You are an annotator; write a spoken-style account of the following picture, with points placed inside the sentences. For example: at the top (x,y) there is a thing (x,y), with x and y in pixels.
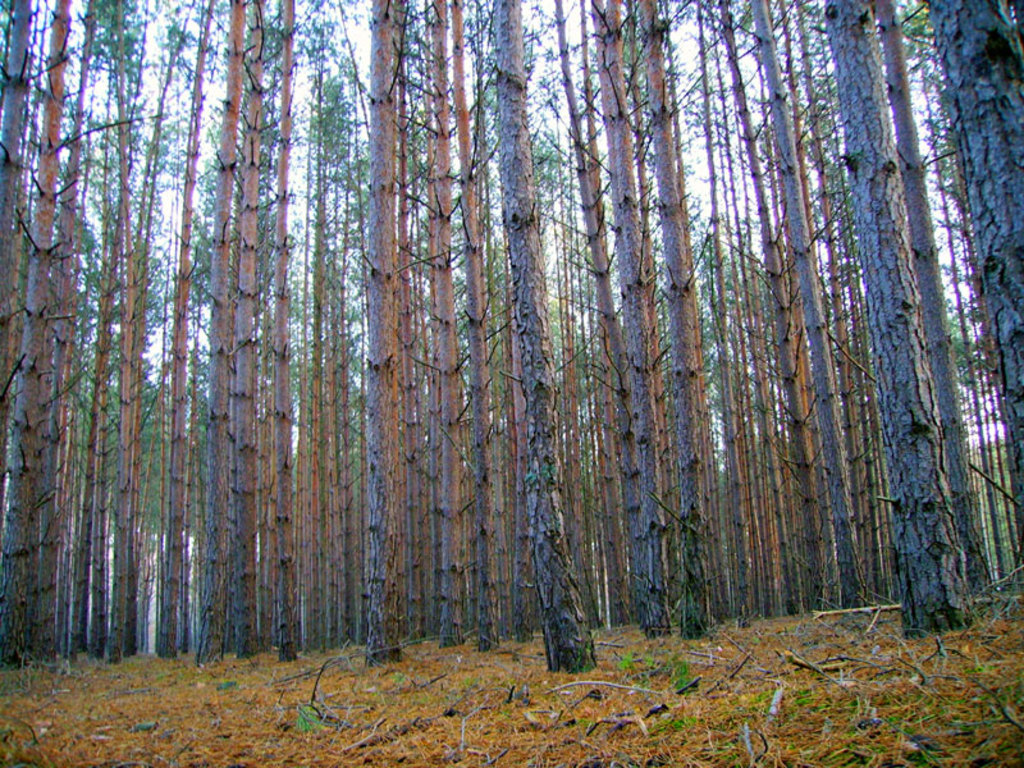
There is dry grassland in the image on that, there are trees (427,483) and sky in the background area (548,248).
